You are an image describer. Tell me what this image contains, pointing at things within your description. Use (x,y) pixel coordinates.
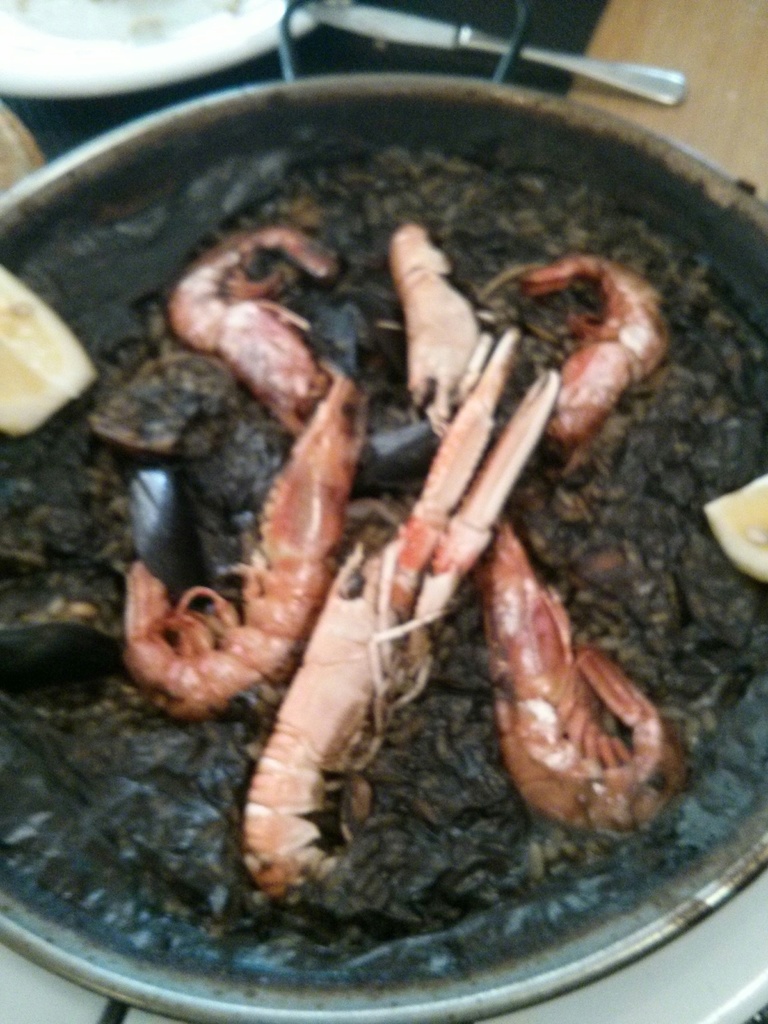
In front of the image there are food items (302,275) in the pan (114,976). Beside the pan (347,105) there is a plate (223,28) and a knife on the table (716,54).
